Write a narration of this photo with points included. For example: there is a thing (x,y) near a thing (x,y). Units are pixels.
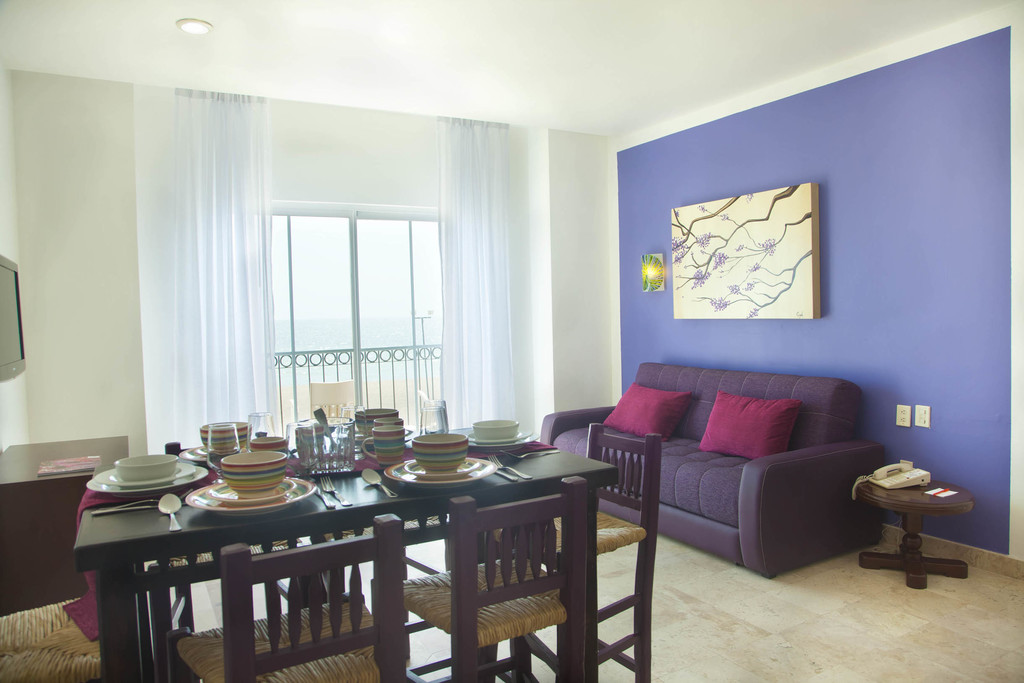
in this picture we can see a dining table (361,485) with chairs (567,550), and plates (240,502), glasses (345,415) spoons (375,482) forks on it, and here there is sofa set (784,387) and pillow (767,412) on it, and beside there is the table (908,490) on the floor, and at back (711,259) there is a wall (766,325) and paintings (710,272) on it, and here there are curtains (508,244) and glass door (343,300).
